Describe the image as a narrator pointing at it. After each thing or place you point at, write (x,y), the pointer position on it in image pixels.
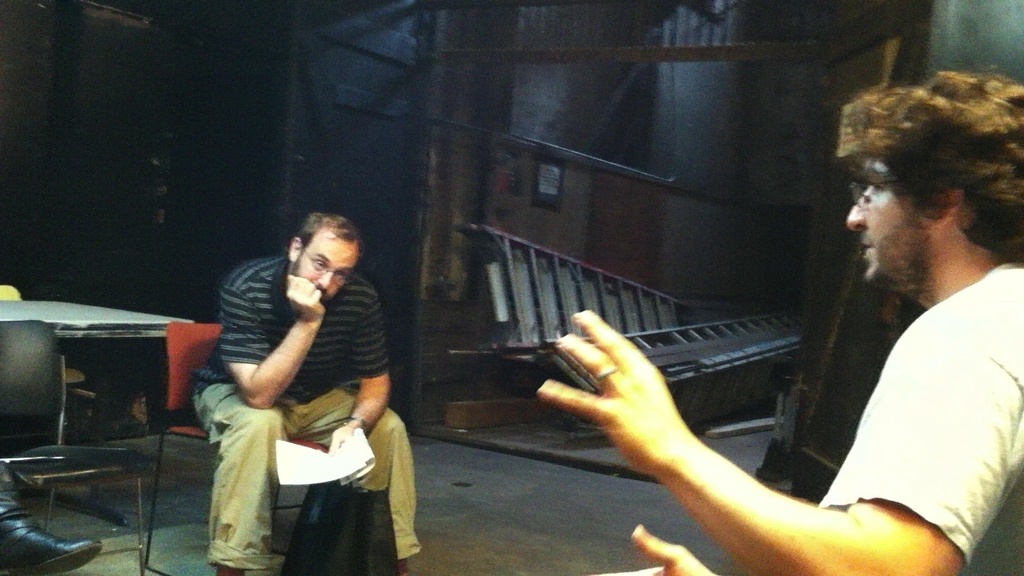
In this picture we can see two people (319,359) and a man (203,409) wore a spectacle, holding a paper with his hand (360,420) and sitting on a chair (187,405) and in the background (18,280) we can see ladders (635,320), walls (695,307), poster (545,187) and some objects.
